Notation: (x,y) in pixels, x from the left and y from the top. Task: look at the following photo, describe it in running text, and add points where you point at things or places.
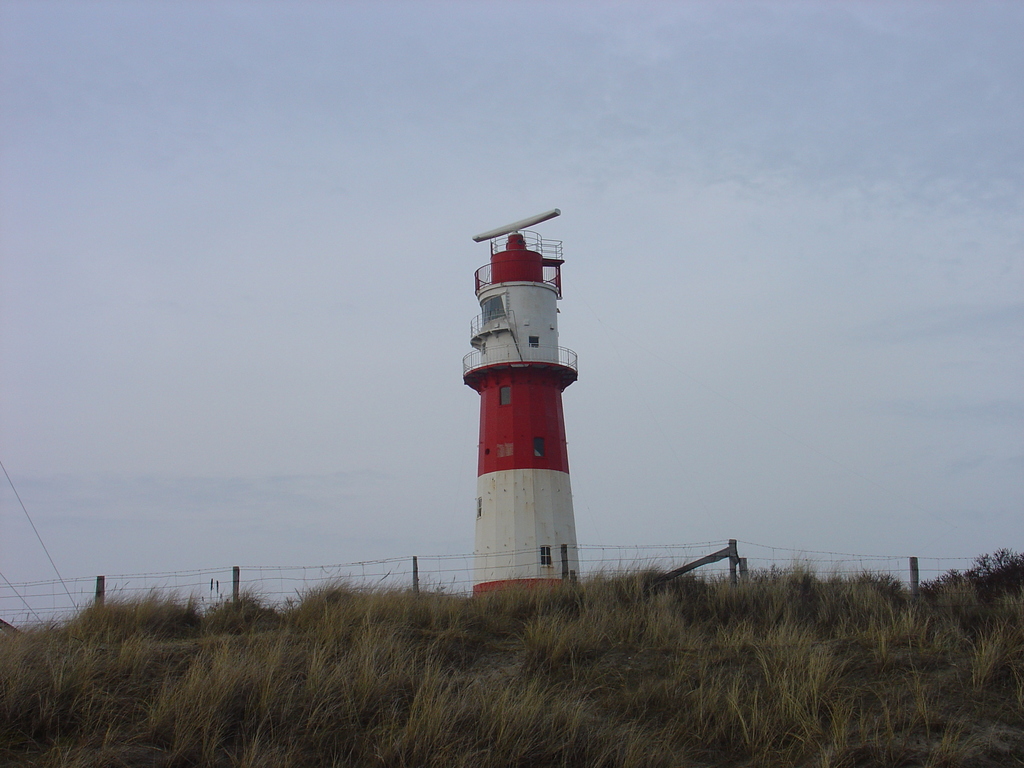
In this picture there is a lighthouse (568,555). In the foreground (343,598) there is a fence (734,552) and there is grass (181,625). At the top (811,131) there is sky (853,128).
